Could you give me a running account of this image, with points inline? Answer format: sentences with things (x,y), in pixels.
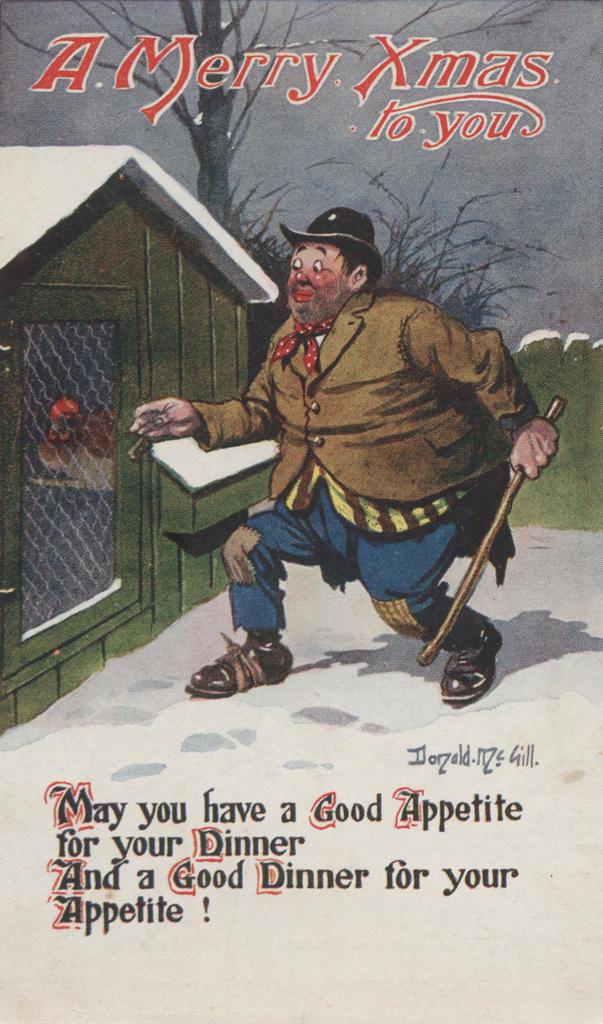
In this image there is a cartoon poster (387,359) with a person (324,270) and text (75,807) on it.
